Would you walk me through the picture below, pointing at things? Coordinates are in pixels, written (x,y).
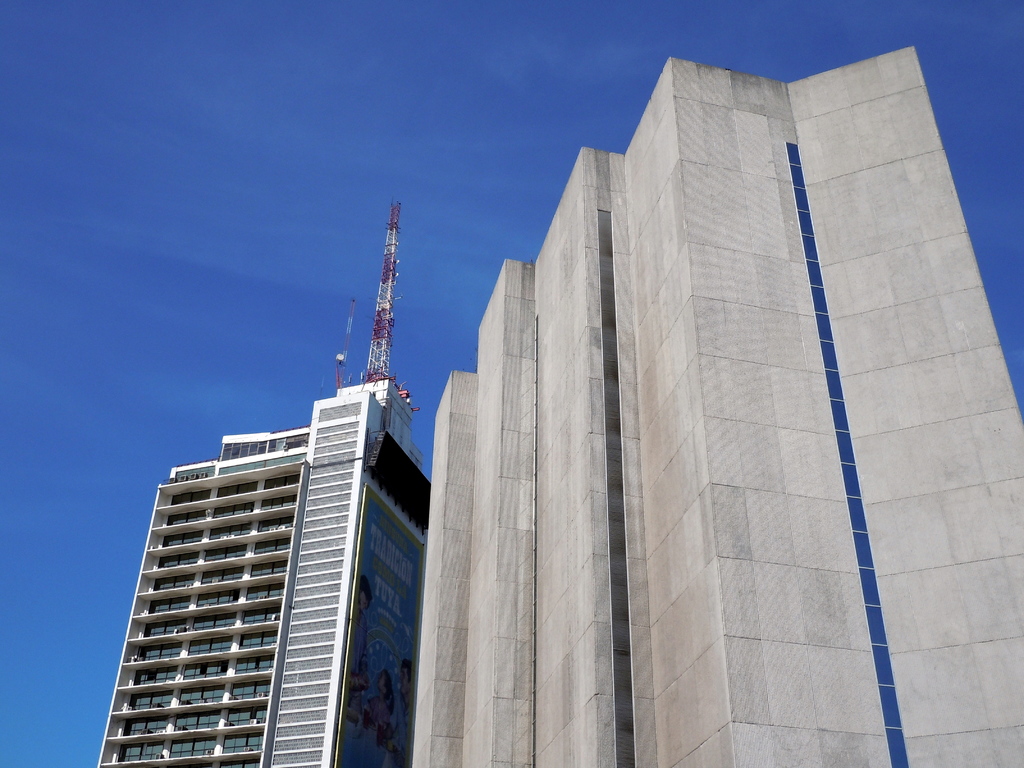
In this image I can see there is a building (298,715) and there is an antenna (396,202) on top of the building (392,407) and the sky (367,101) is clear.
